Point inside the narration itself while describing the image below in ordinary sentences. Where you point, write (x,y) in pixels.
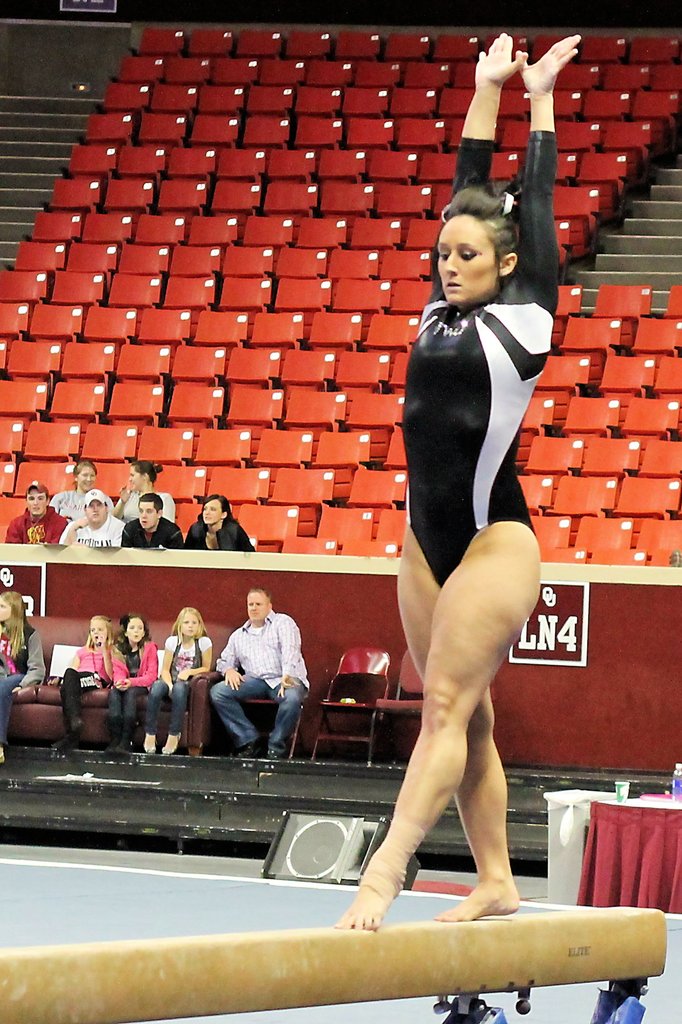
In this image a woman (481,910) is walking on the rod (296,979). Right side (676,802) there is a table (625,800) having a glass (619,792) and bottle (678,779) on it. Few persons (71,727) are sitting on the chairs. Few persons (45,492) are behind the fence (130,551). There are few chairs (168,335) on the stairs (666,200).
